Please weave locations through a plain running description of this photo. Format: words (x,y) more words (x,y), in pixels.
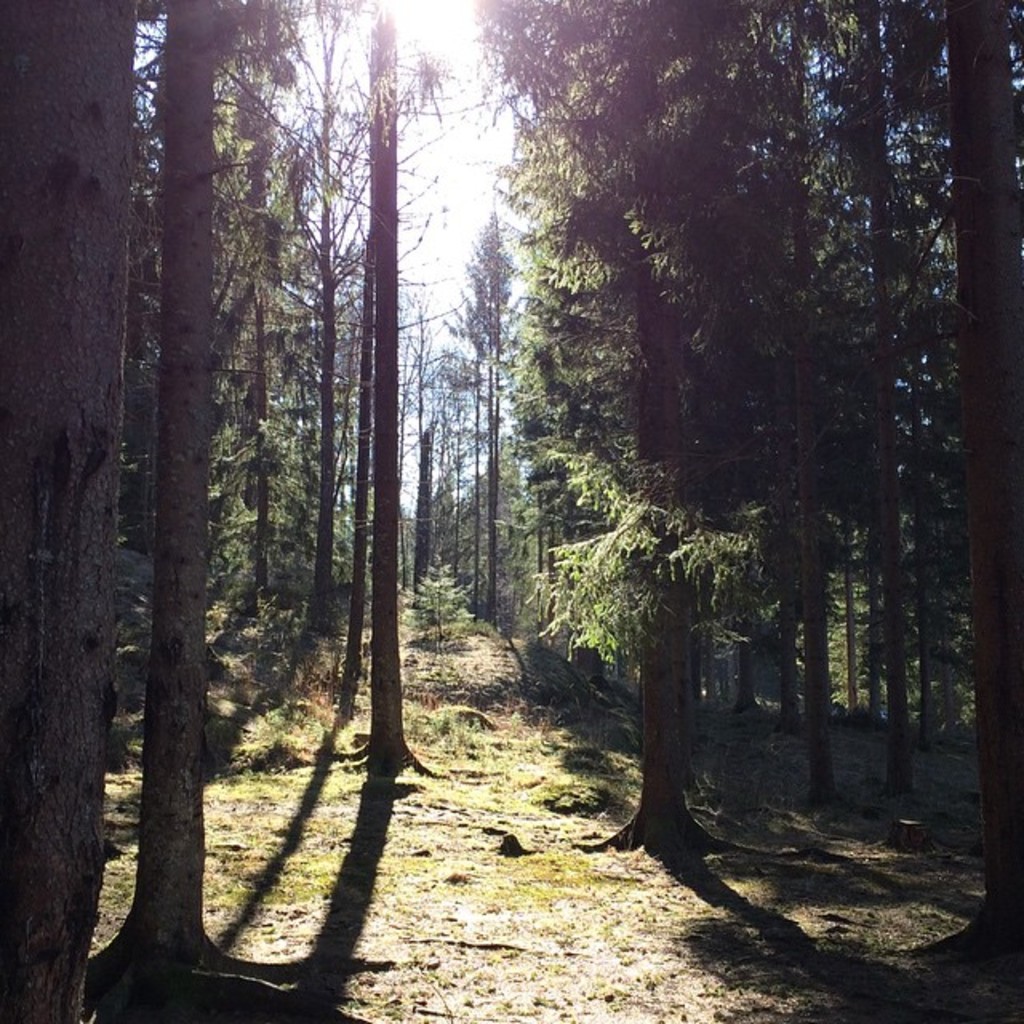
In this image I can see trees (592,661) and the grass (450,753). In the background (448,217) I can see the sky (457,178).
